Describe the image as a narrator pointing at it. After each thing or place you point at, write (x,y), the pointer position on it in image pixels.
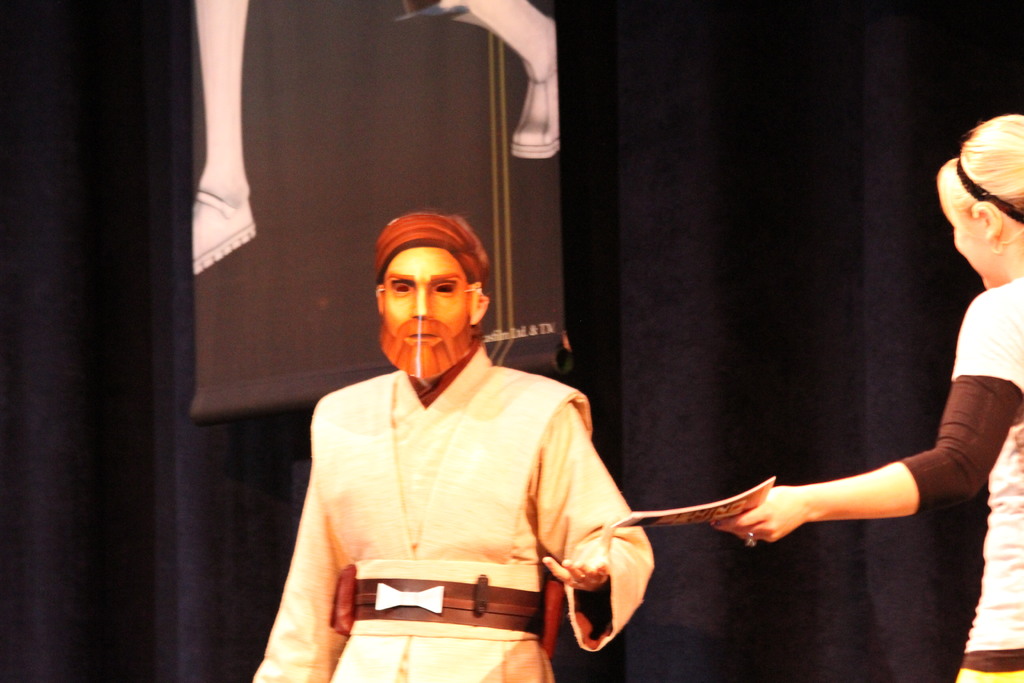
In this image we can see a person (457,516) is standing. He is wearing a costume (371,545) and mask (439,322). In the background (741,98), we can see a black color curtain (753,352) and a poster (334,177). On the right side of the image (997,343), we can see a girl (995,665) is standing. She is holding cards (720,511) in her hand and wearing white and black color top (988,447).
